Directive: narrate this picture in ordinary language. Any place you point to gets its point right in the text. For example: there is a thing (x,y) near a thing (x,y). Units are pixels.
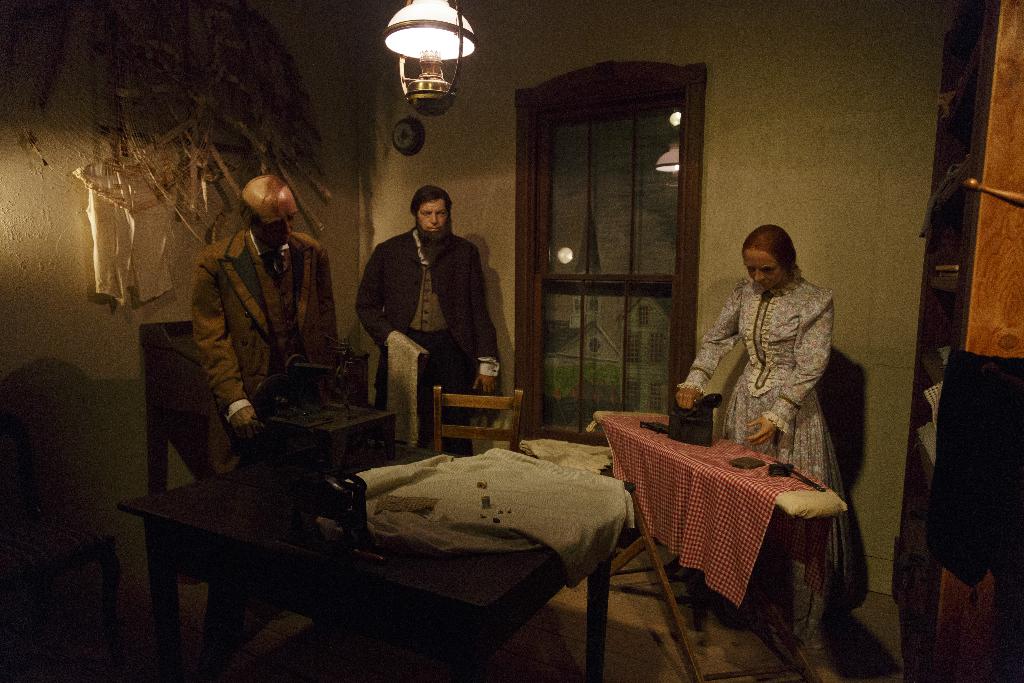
In this image, there is a table (391,571) in black color and a white cloth (549,510) on the table (471,476), In the left side (79,468) there is a white color wall (352,257) and two mans (394,254) are standing and in the right side (745,566) there is a table (782,498) of red and white color and there is a iron (698,441) on the table (766,505) and a woman (798,413) is standing and in the background (795,174) there is a wall (612,28) of white color and a window (618,240), glass window (608,194) of brown color.
